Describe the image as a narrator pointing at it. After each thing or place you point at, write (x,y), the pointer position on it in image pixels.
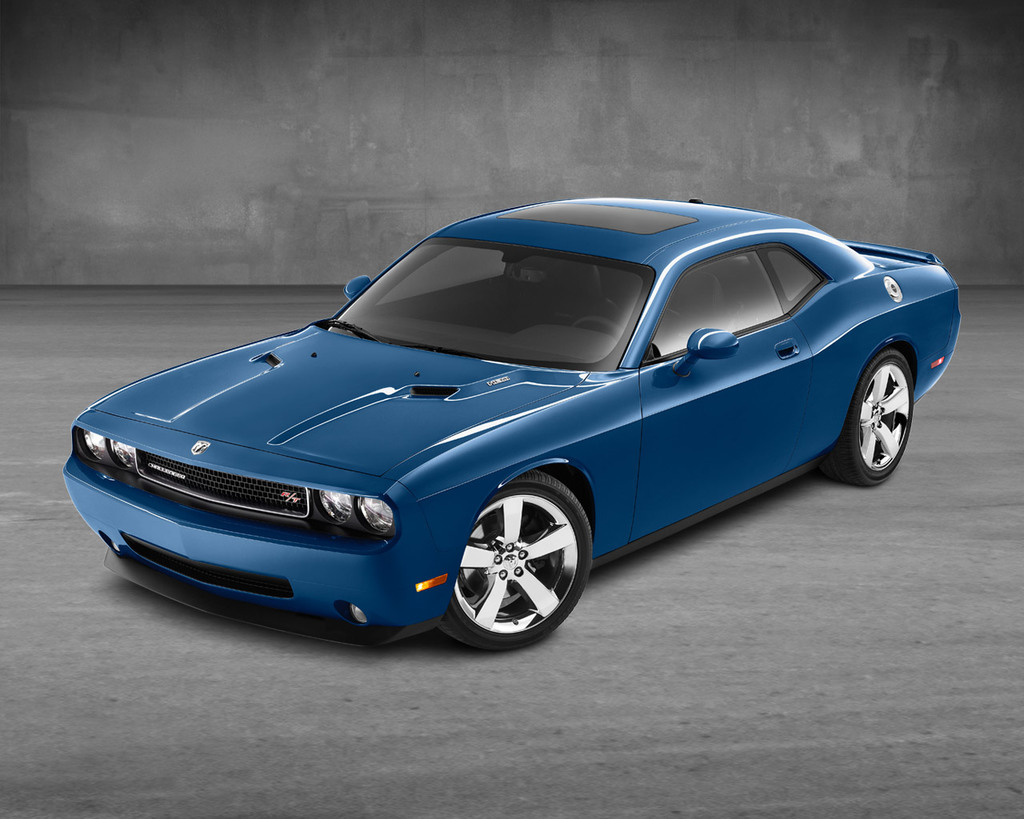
In the center of the image (524,301), we can see a car (509,448) on the road (671,650) and in the background (603,125), there is a wall (677,125).
